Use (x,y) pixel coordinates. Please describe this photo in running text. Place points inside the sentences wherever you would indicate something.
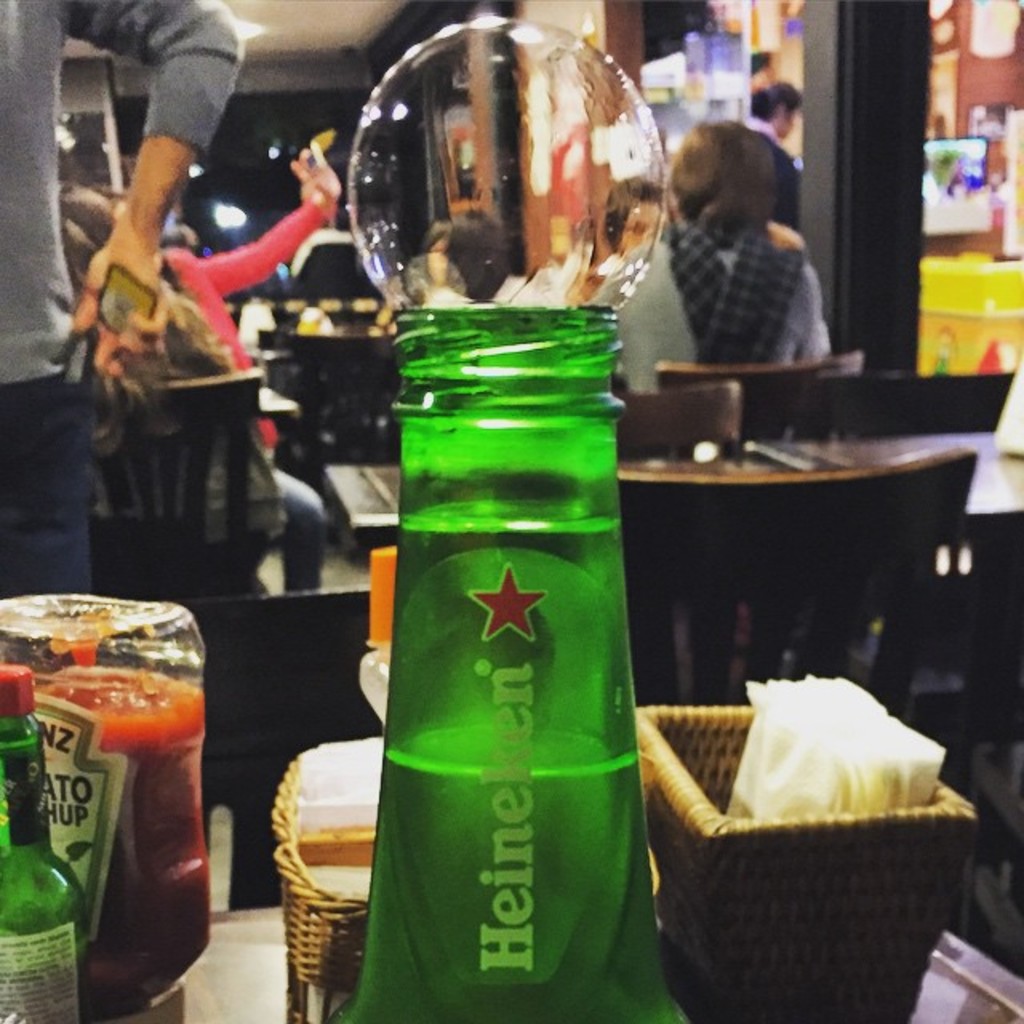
On this table (212,1017) there are bottles (386,813), bubble (486,109) and baskets (813,832) with tissue (855,779). At the background (3,10) one person (59,12) is standing and holding a mobile (147,309) and few persons (755,300) are sitting on chairs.
